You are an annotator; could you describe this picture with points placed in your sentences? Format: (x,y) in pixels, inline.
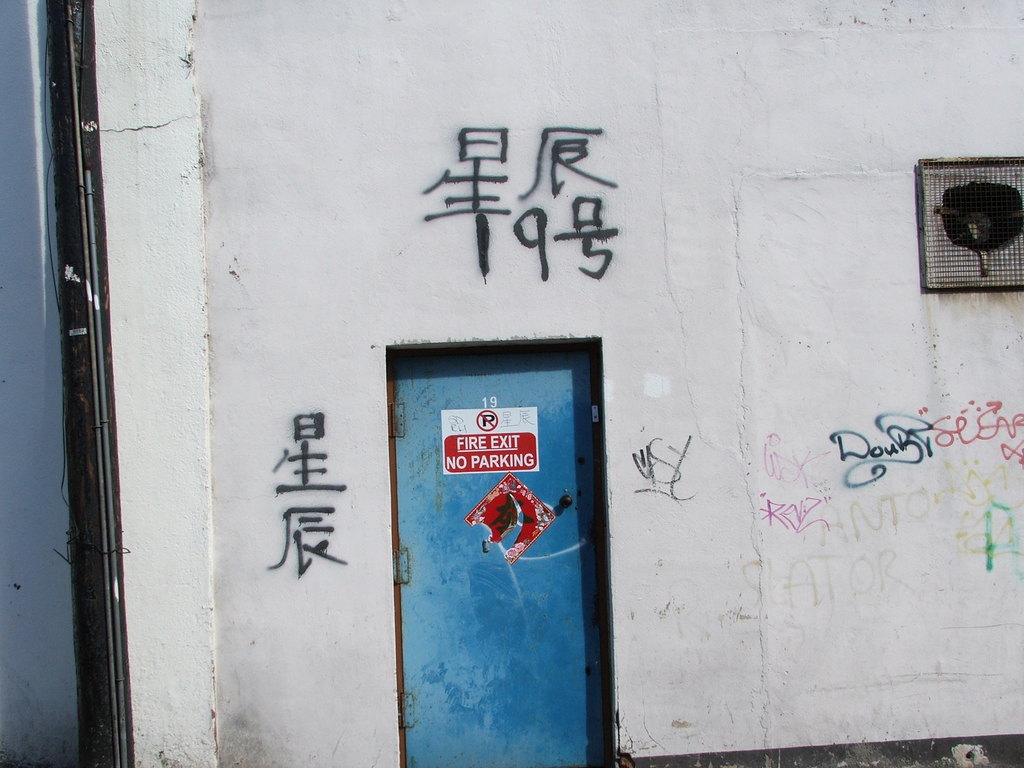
In this image we can see a wall (536,205) to which there are some paintings (480,237), there is a door (468,550), heat exhaust (972,191) and the door (461,566) is of blue color.
